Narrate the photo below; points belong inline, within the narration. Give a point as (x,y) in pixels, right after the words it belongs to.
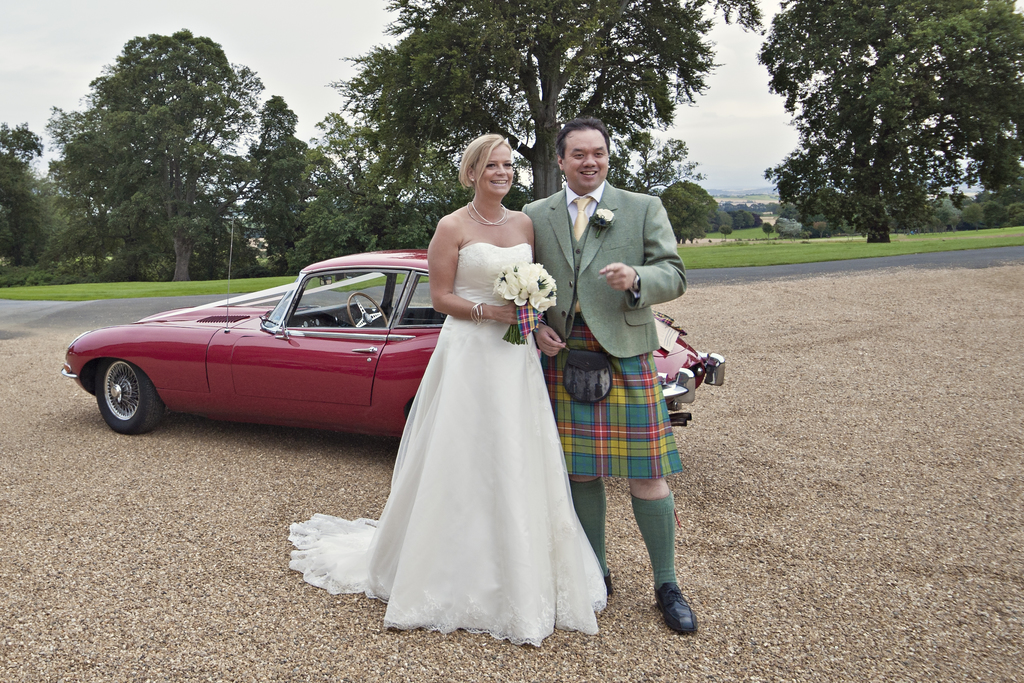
This picture is clicked outside. On the right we can see a person (605,248) wearing suit (633,297), smiling and standing and we can see a woman (479,296) wearing white color gown (523,362), holding a bouquet (545,293) and standing and we can see a red color car (371,332) parked on the ground (344,442). In the background (372,193) we can see the sky (308,48), trees (480,69), plants (798,230) and green grass (769,250) and some other objects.
